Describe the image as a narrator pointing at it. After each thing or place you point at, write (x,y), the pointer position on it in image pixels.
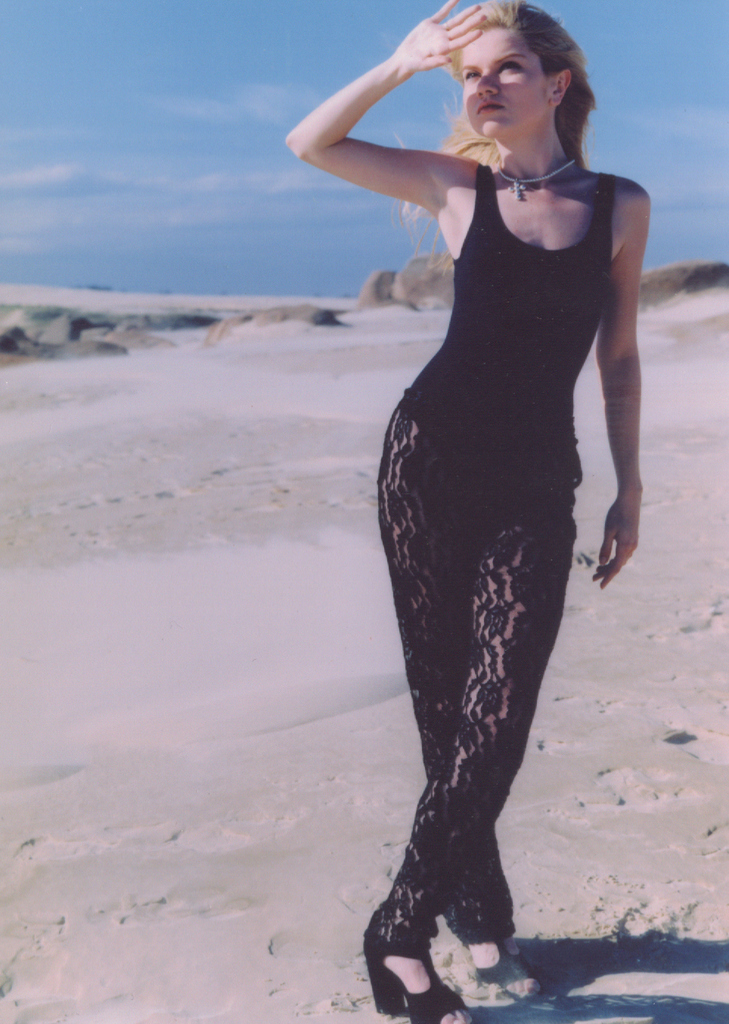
In this image, we can see a lady (469,509) who is wearing black dress (445,630) is standing on the ground (576,986). We can also see the sky (127,222).
